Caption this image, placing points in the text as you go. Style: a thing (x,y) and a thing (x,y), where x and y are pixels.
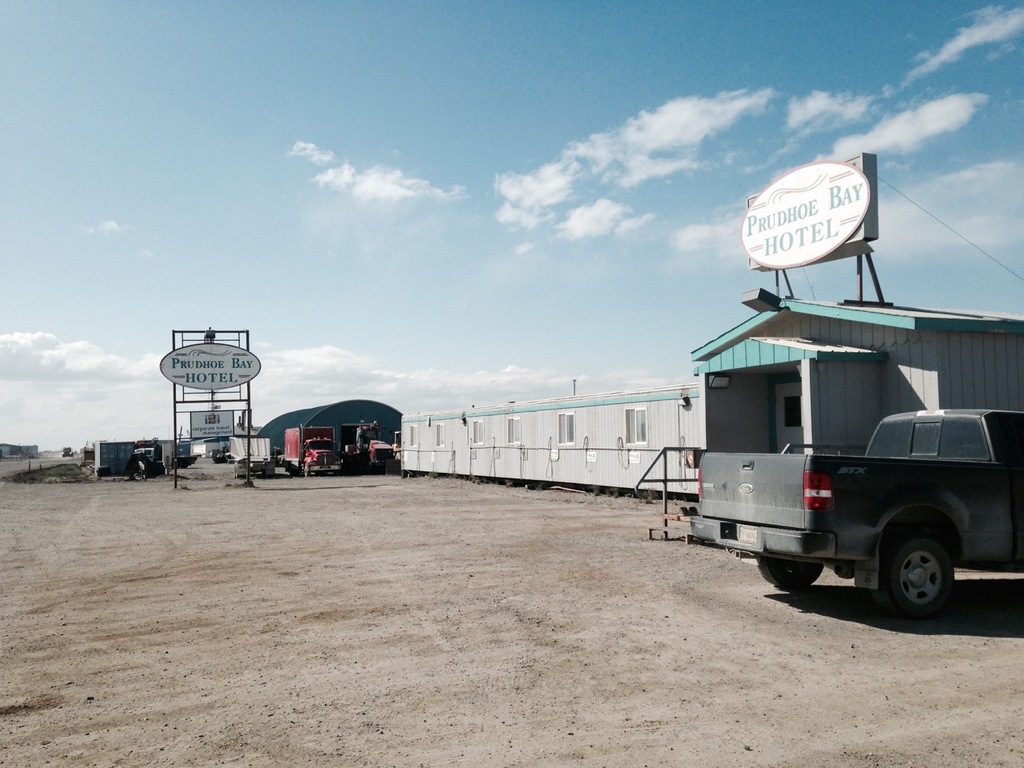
In this picture we can see some vehicles (737,503) parked on the path (547,502). Behind the truck (813,522) there is a hotel (645,442) and on the left side of the hotel (468,454) there are poles (186,401) with boards (198,422) and a path (343,478). Behind the hotel (437,437) there is a sky (378,224).
